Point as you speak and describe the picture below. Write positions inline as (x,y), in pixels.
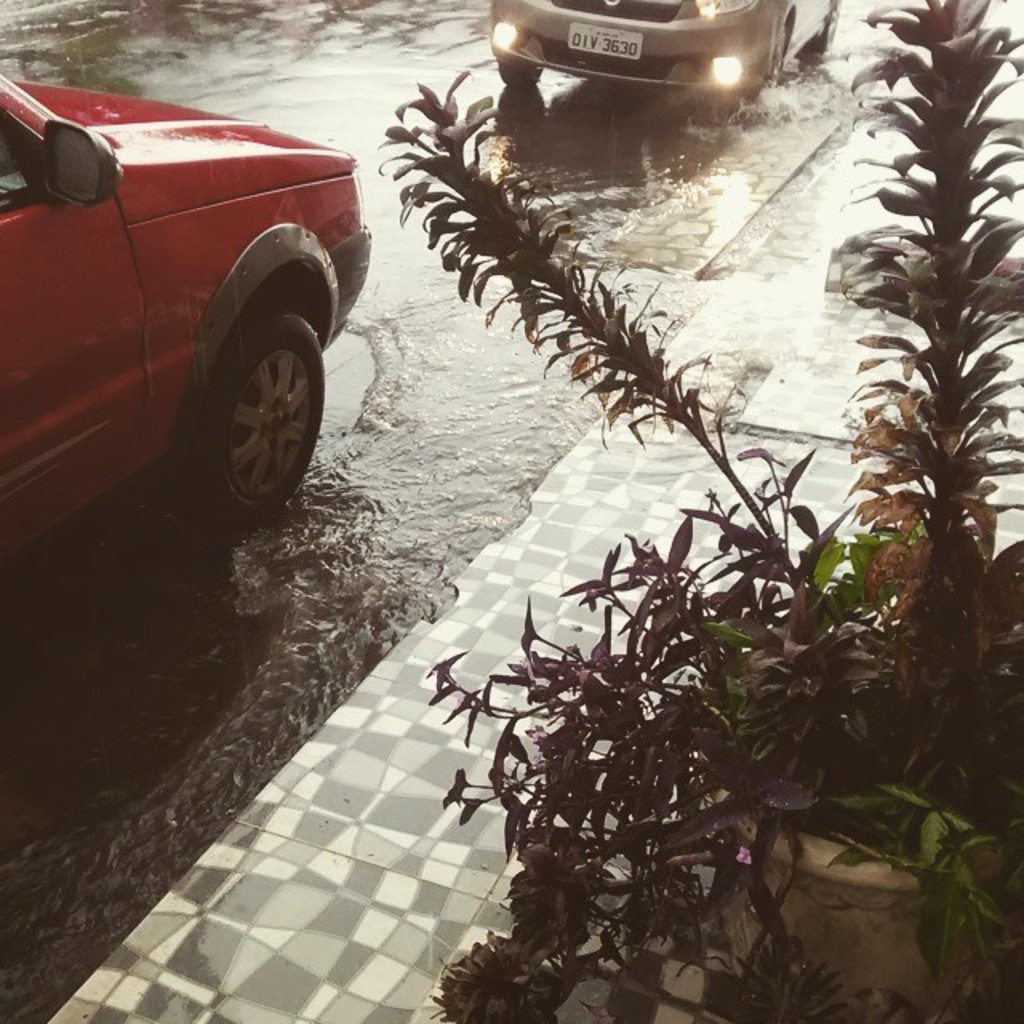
In this image, I can see water (453,389) and two cars (304,320) on the road (443,501). On the right side of the image (863,832), I can see a flower pot (848,875) with a plant (720,677).
